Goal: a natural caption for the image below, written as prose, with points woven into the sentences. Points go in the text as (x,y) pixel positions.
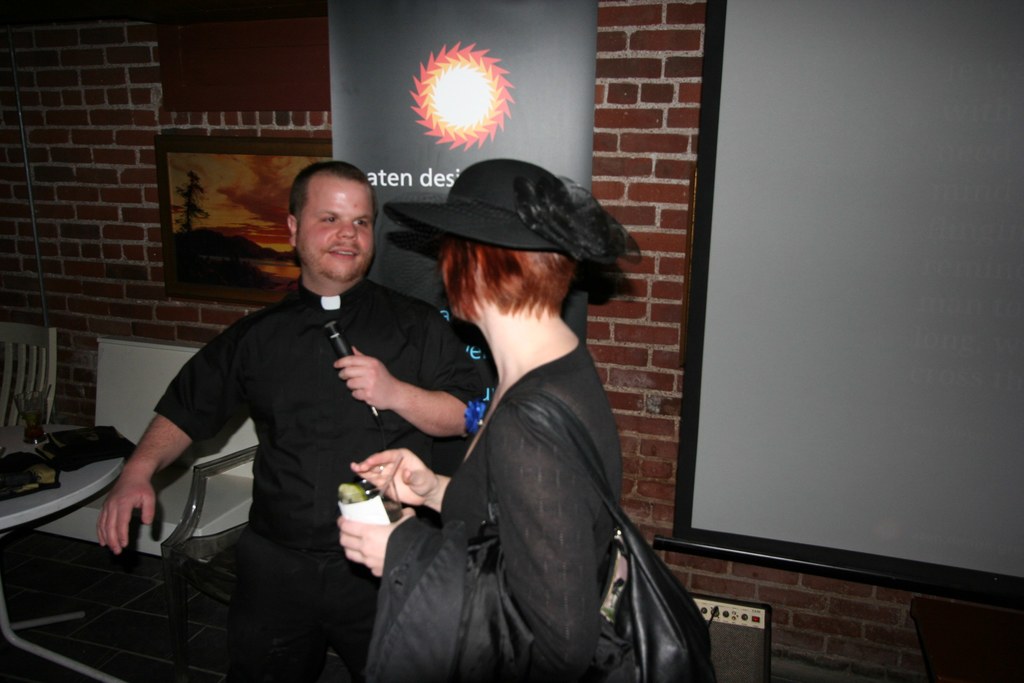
In this picture I can see two persons (517,339) standing, a person (289,536) holding a mike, another person (395,475) holding a glass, there are some objects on the table (1,436), there are chairs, and in the background (267,147) there are frames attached to the wall (45,240) and there is a projector screen (941,454).
